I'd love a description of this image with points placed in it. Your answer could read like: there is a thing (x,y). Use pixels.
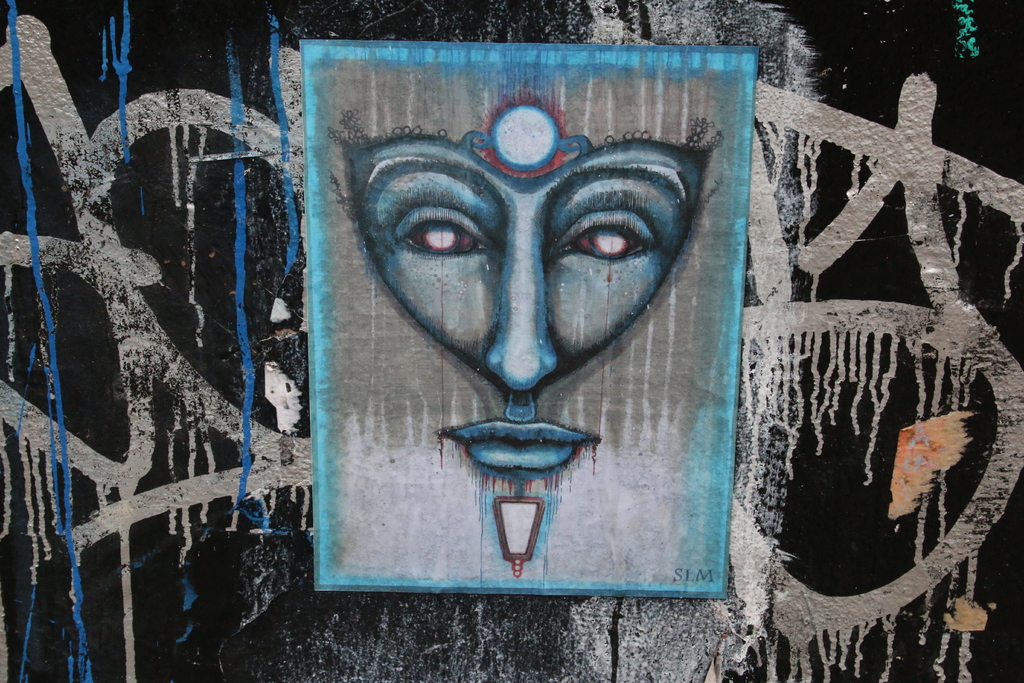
In the foreground of this image (544,346), there is graffiti painting (766,201) on the black wall (885,46).
